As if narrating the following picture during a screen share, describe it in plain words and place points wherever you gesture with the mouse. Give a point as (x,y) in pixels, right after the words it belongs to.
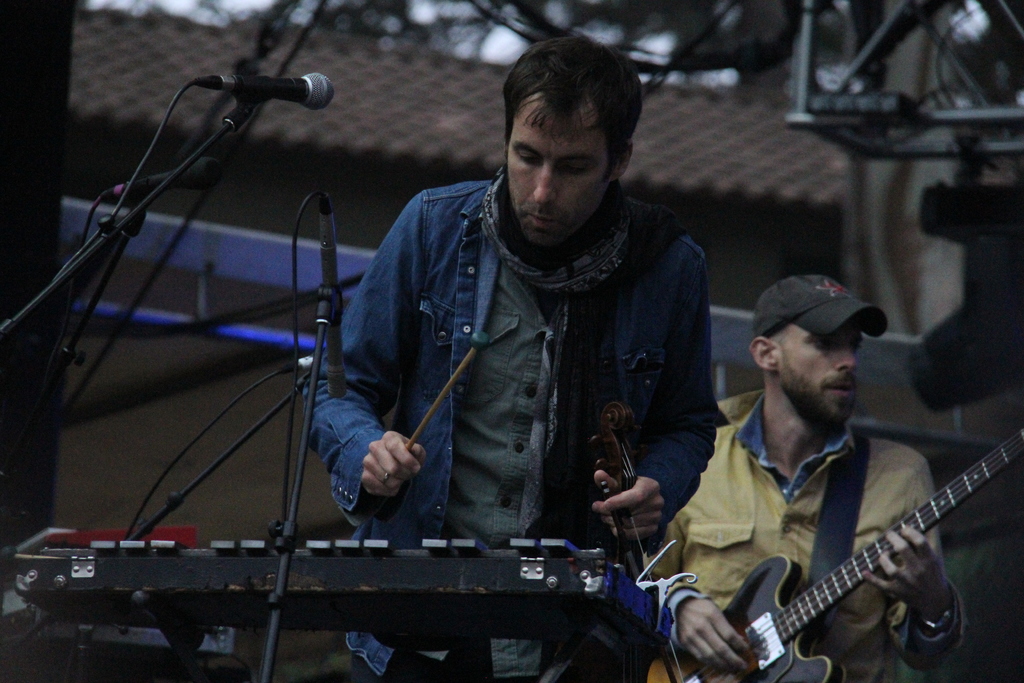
There is a man (684,279) standing in the center (679,306) holding a drumstick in right hand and a violin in his left hand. Here we can see man (679,557) holding a guitar (921,516) in his hand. This is a microphone (322,77) and this looks like a piano (432,628).
